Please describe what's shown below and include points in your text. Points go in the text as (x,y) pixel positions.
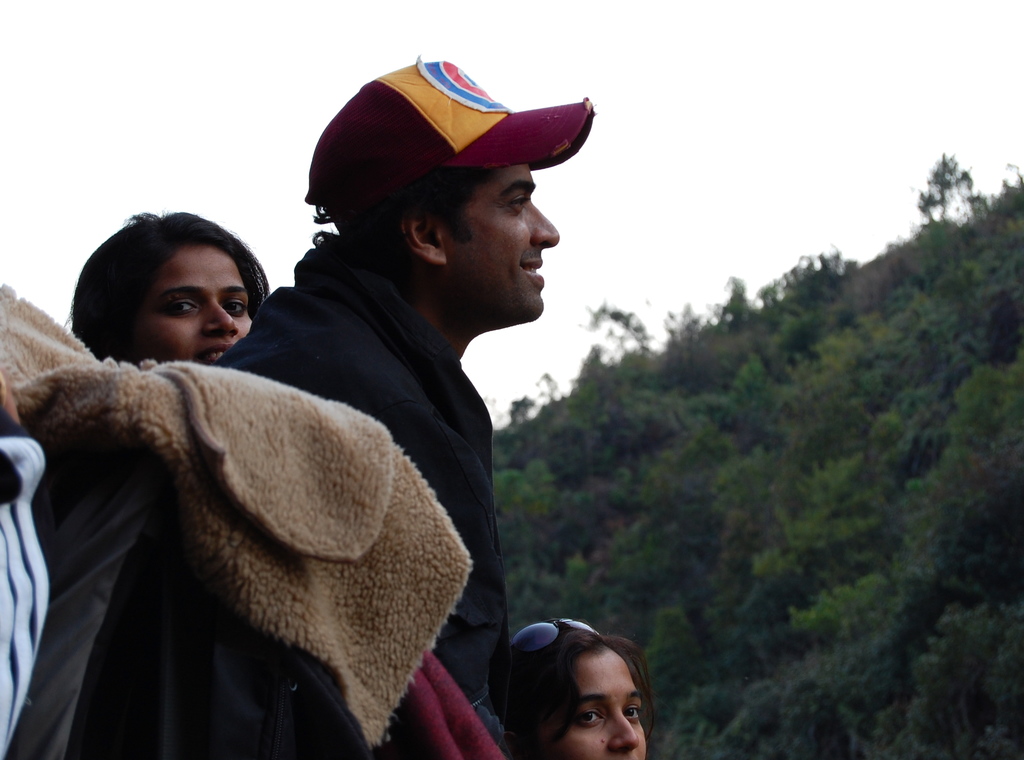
On the left side of the image (334,296), we can see three persons (542,753). We can see a man (475,275) is wearing a cap (400,176) and smiling. On the right side of the image (982,441), we can see so many trees (706,533). In the background (959,103), there is the sky (698,148).
